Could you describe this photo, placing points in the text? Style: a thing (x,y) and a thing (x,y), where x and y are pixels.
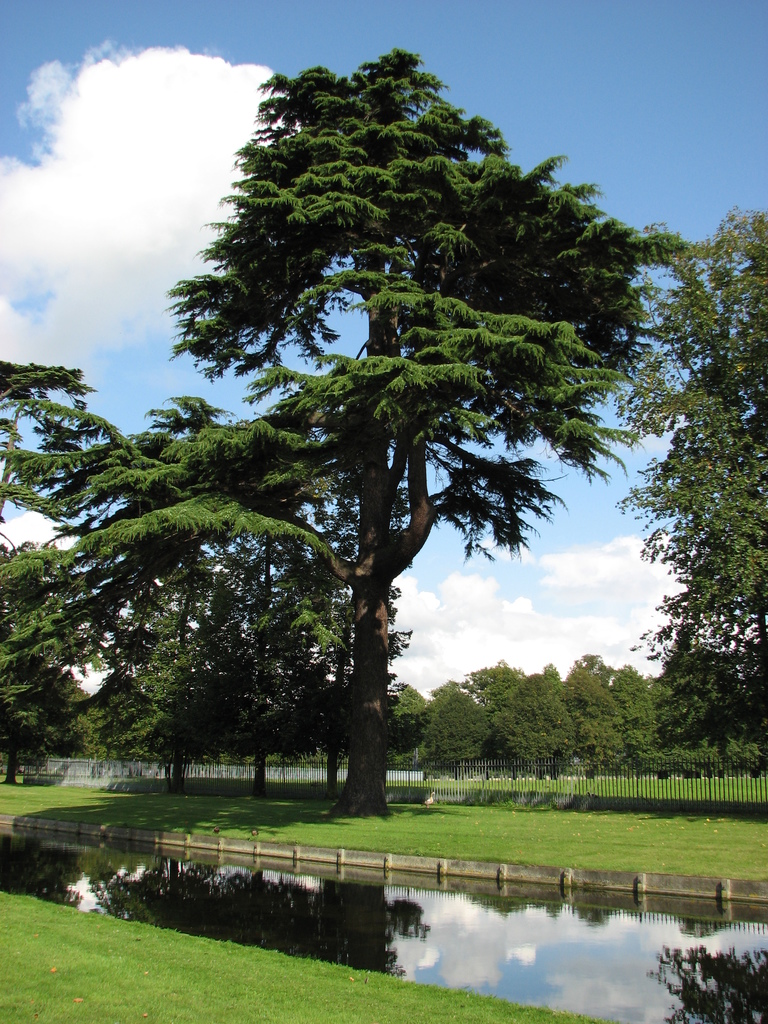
In this picture we can see water (191,928) and grass (477,1013) on the ground (479,832) and in the background (280,749) we can see a fence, trees (285,731) and sky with clouds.
